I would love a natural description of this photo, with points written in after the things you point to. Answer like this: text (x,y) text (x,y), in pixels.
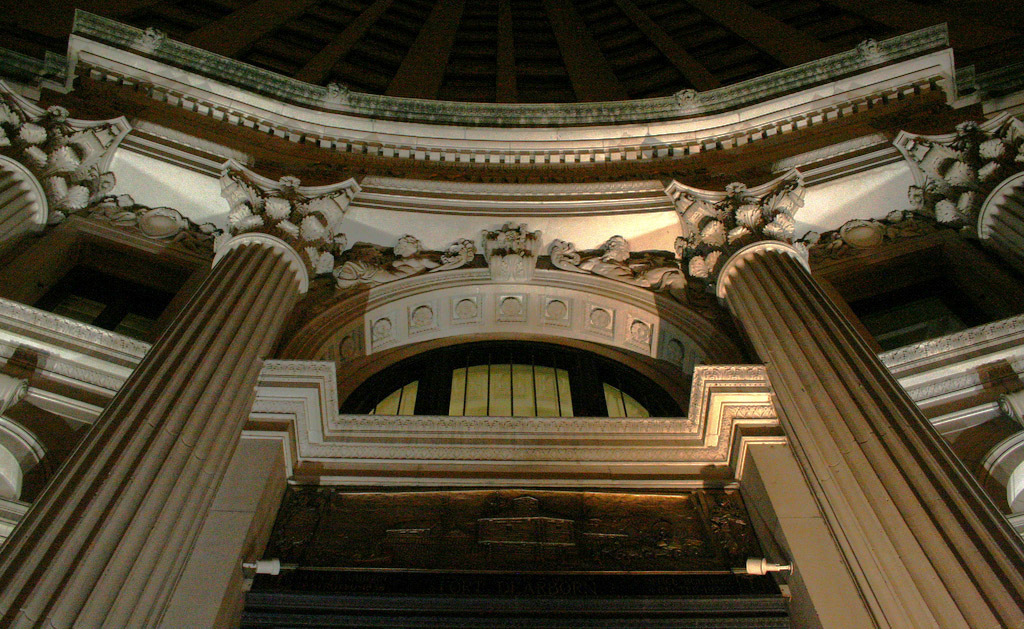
In this image in front (108,576) there is a building (451,252).
